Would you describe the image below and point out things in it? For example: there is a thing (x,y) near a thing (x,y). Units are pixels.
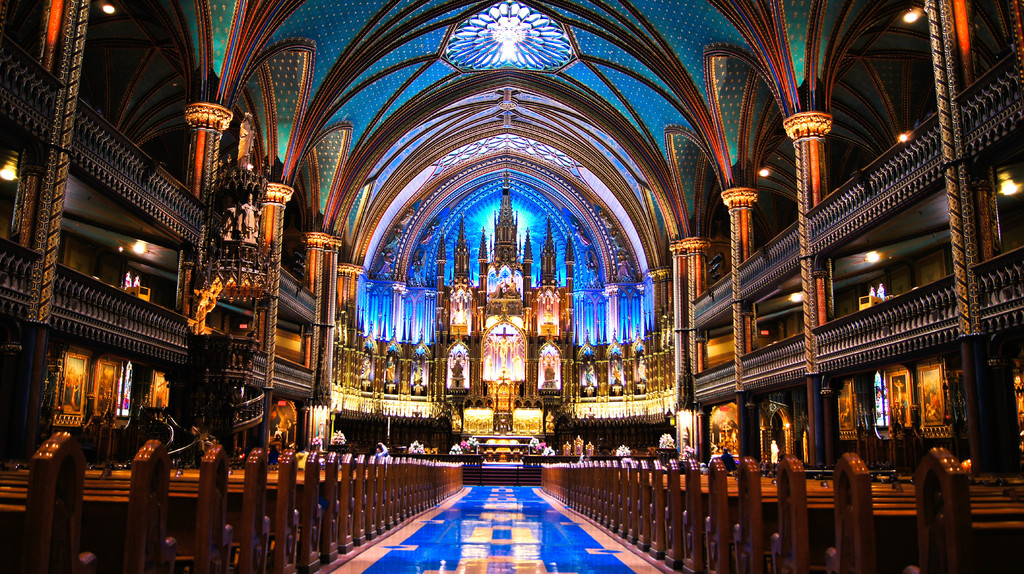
This image is taken inside the church (546,280). In the church (625,325) we can see the benches (452,474) on either side of the way (577,521). In the middle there is a cross symbol (508,337). At the top (472,84) there is ceiling (506,58) with the lights (529,48). On the left side (269,262) there are pillars (359,307) and floors (93,224) one above the other. There is wall (144,389) on either side of the church (918,404). To the wall (953,412) there are photo frames (929,411).
